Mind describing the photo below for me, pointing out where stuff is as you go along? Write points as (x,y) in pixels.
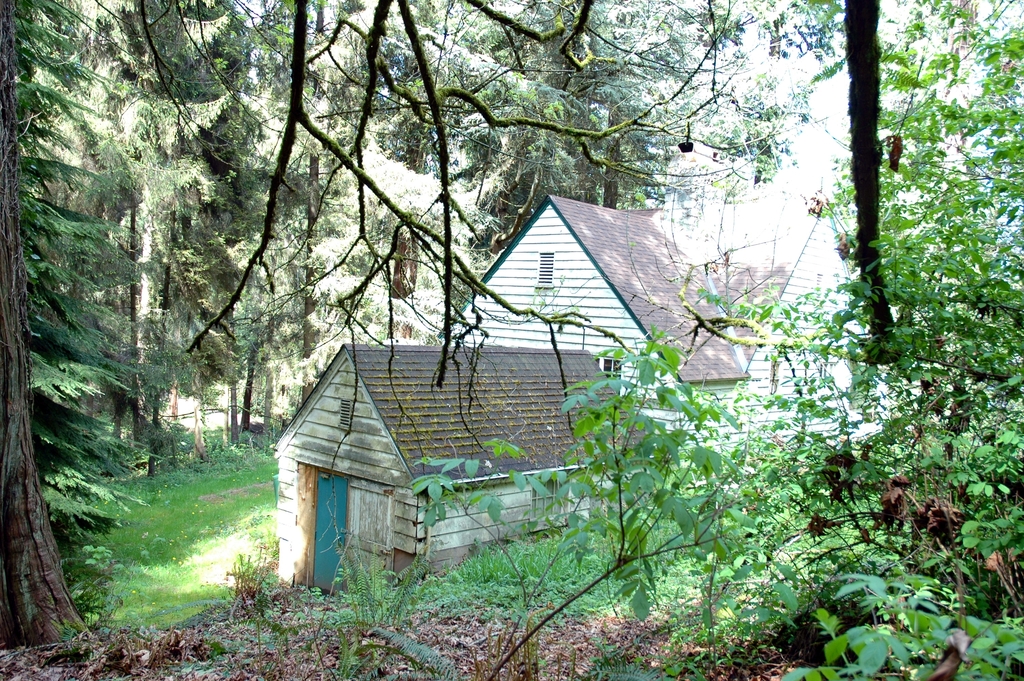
This image consists of a house (514,380). On the left (159,308) and right, there are many trees (23,568). At the bottom (226,602), there is green grass (174,569) and dried leaves (271,657).
